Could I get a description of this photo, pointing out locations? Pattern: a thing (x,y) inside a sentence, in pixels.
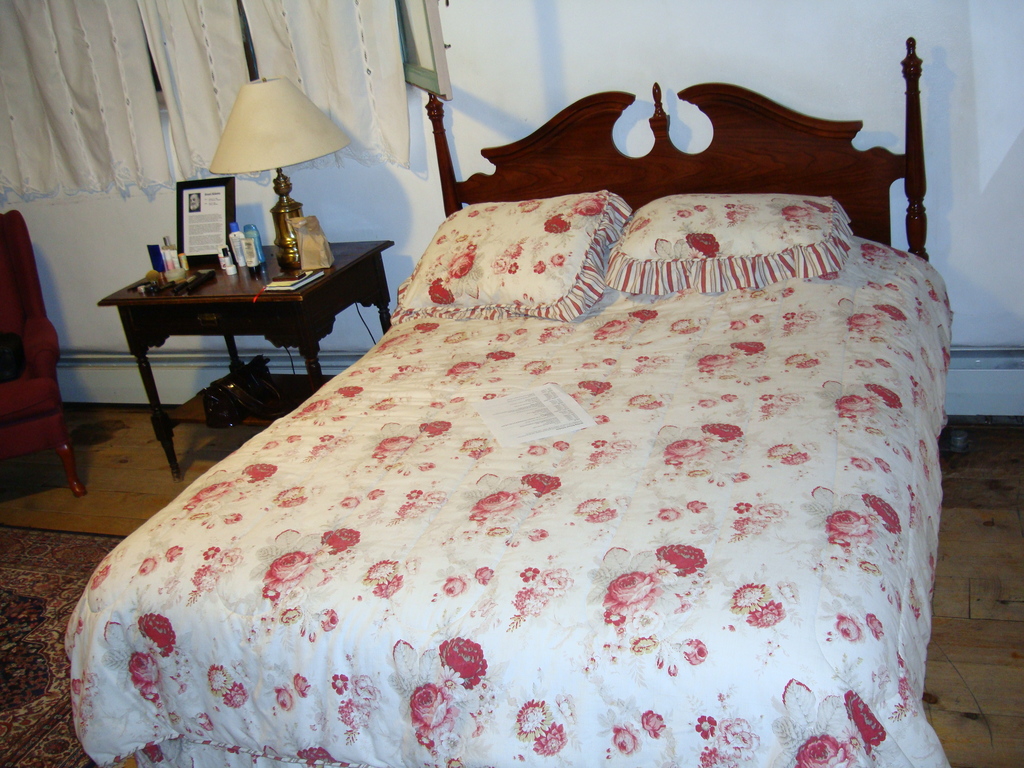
In this picture we can see a bed (653,346) on which there are two pillows (522,272) and a paper (526,435) and beside the bed (542,487) there is a table (333,285) on which there are some things (168,245) and a lamp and behind there are white color curtains (103,110) and a sofa (31,333).
